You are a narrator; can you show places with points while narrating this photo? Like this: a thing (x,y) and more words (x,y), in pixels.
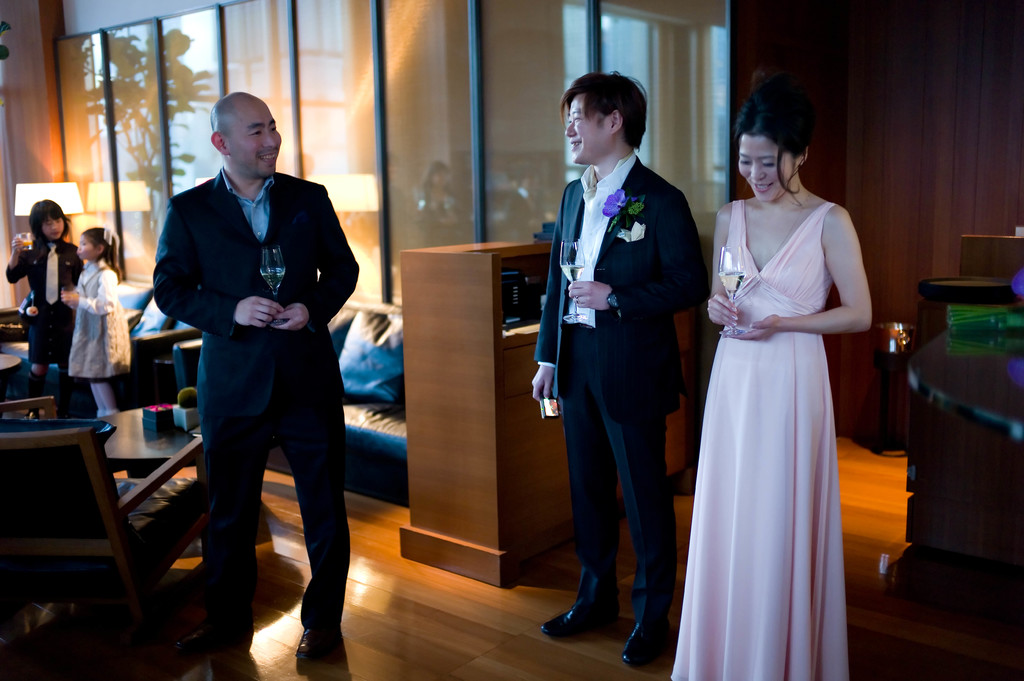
This is an inside view. On the right side (744,351), I can see a woman (776,345) and a man (644,461) standing by holding glasses (575,282) in their hands (715,310) and smiling. On the left side (327,564) there is another man (220,386) standing and smiling by looking at these people (635,246). Beside this man (221,418) there are some chairs (11,463) and tables (19,361). In the background (55,260), I can see two girls (74,280) are standing. At the back of this man (307,417) I can see a couch (372,418). In the background (808,44) there is a wall (890,49).
